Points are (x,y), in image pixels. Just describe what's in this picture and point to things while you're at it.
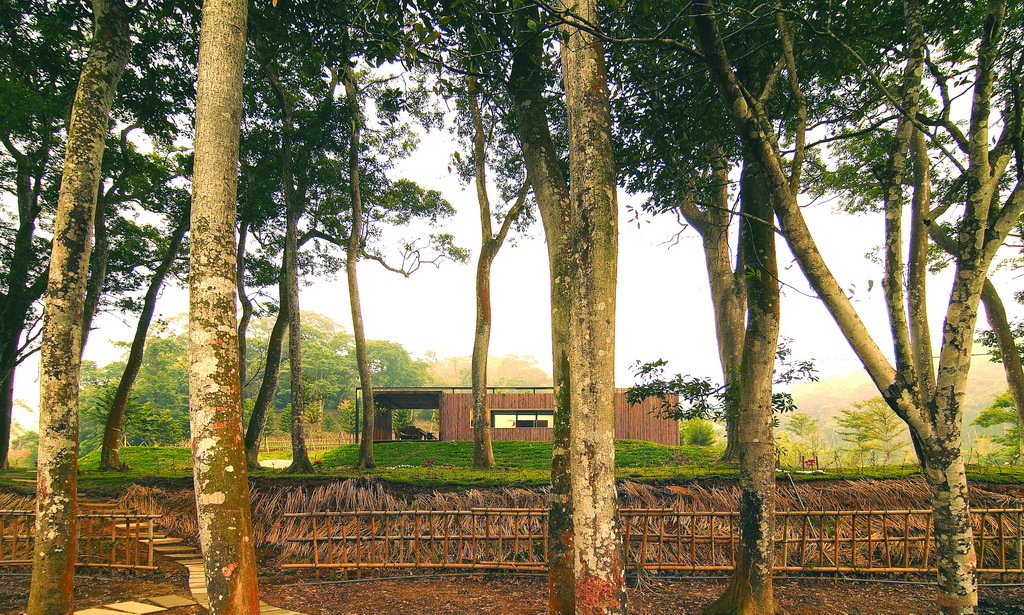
In this image we can see a house (517,416), there are some plants (788,439), trees (483,281), fence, also we can see the sky (623,310).
